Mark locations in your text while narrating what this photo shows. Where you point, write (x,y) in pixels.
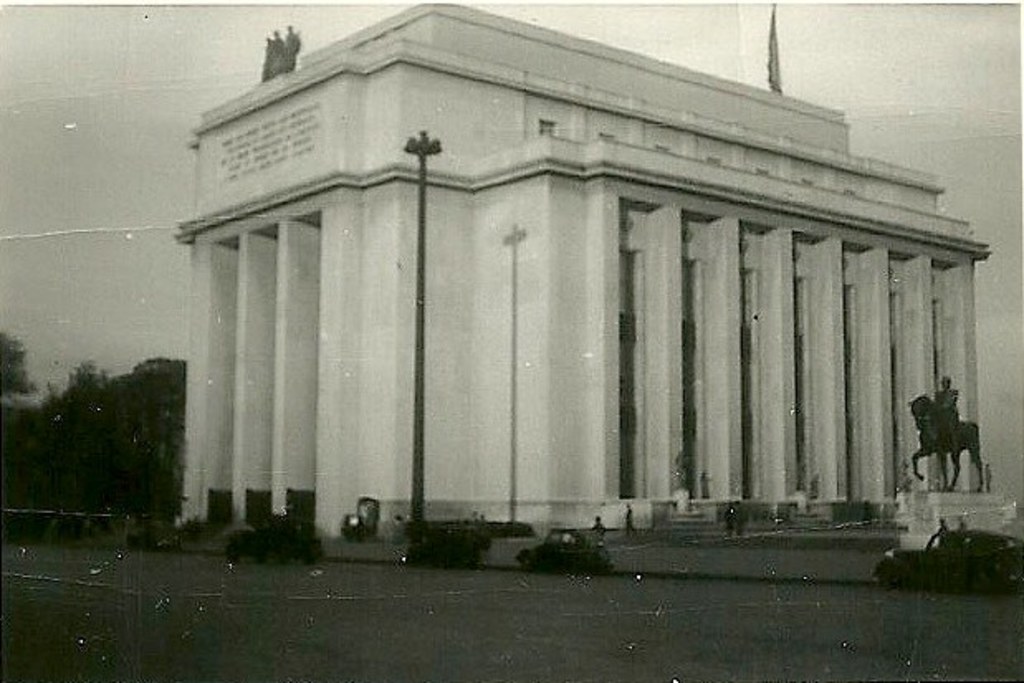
This is a black and white image. In the center of the image (682,446) there is a building (371,154). There is a pole (417,448). There is a statue (947,441) to the right side of the image (947,441). At the top of the image (170,82) there is sky (89,110). To the left side of the image (136,382) there are trees (112,500). At the bottom of the image (312,593) there is road (302,602).
